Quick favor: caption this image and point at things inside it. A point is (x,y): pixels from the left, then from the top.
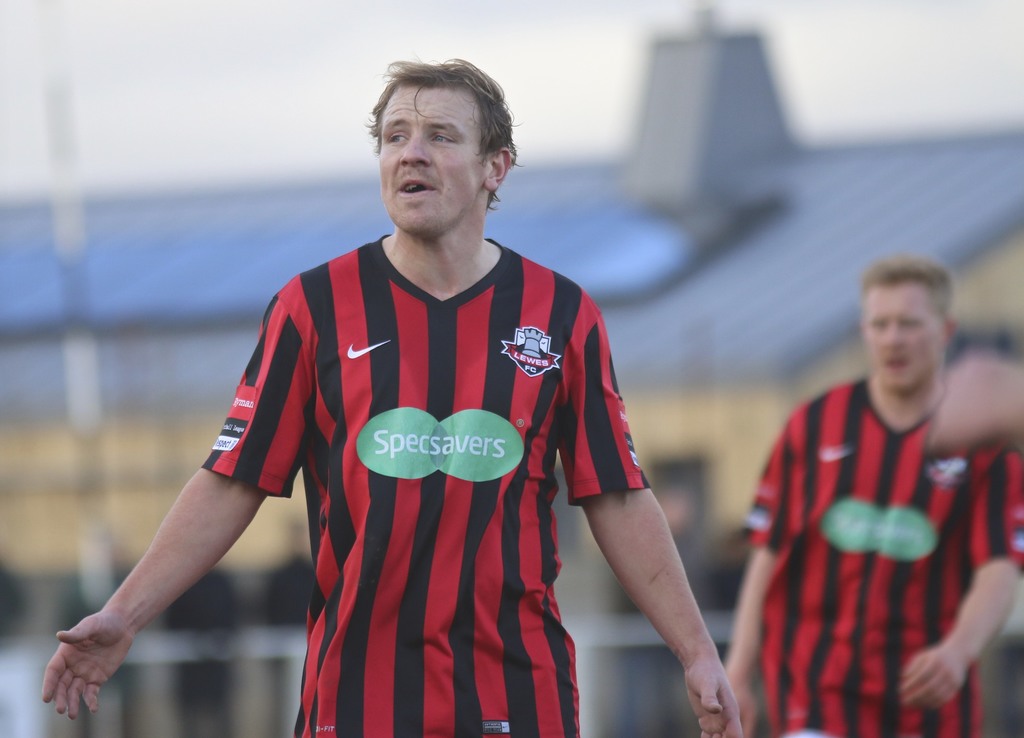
This picture is clicked outside. In the foreground (303,361) we can see the two persons (925,486) wearing red color t-shirts (436,328) and seems to be walking on the ground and we can see the text (406,446) on the t-shirts (553,557). In the background (104,32) there is a sky (192,37) and we can see the house (753,297) with a blue roof top (962,188) and we can see some other objects (290,634) in the background (712,530).
